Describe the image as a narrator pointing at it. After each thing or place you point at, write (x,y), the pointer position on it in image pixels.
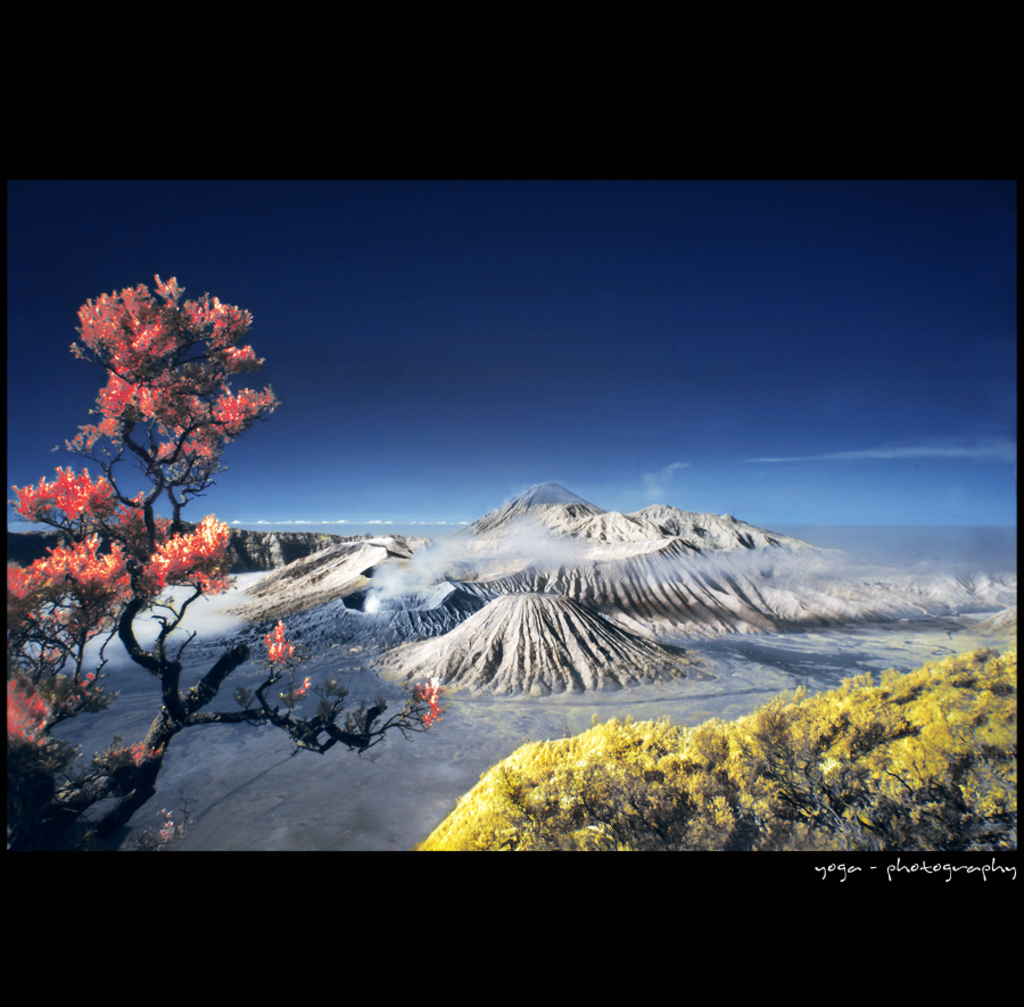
On the left side of the image (148,529) there is a tree (109,569) with pink leaves (96,308). At the bottom of the image (873,844) there is a tree (846,748) with yellow leaves (860,747). There are hills (613,523) with snow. At the top of the image (602,199) there is a sky (641,195).
